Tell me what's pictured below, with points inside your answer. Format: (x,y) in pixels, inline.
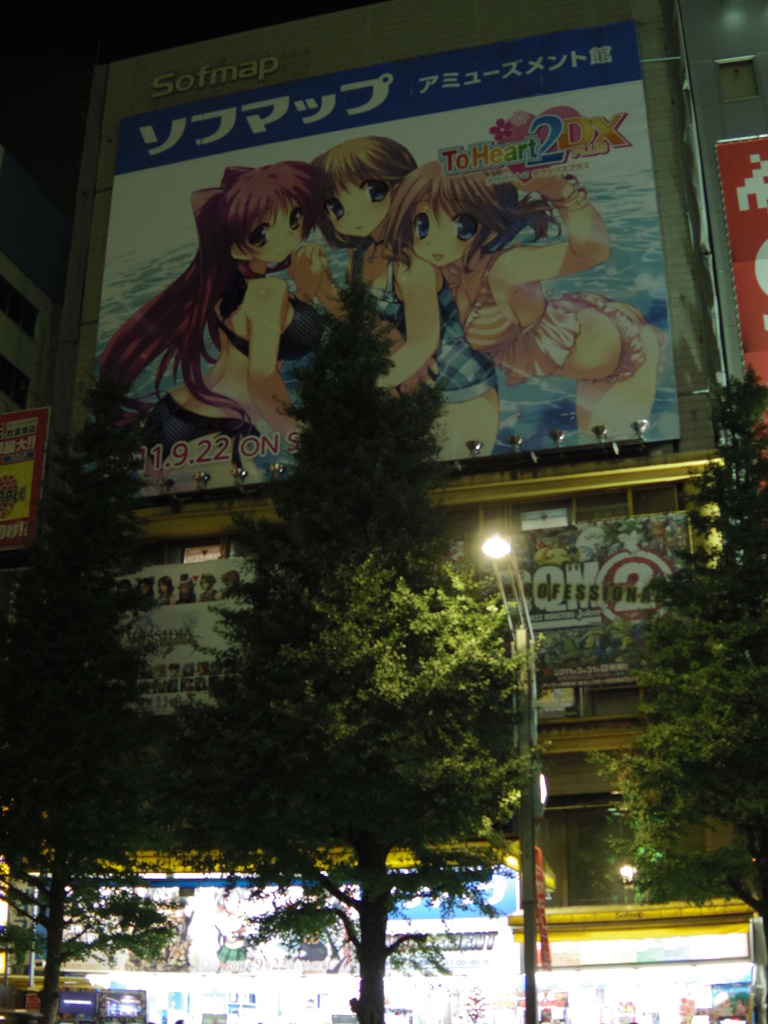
In this image we can see there are some stalls (453,928) and buildings (224,492). In front of the building (550,848) there are some trees (484,799).
